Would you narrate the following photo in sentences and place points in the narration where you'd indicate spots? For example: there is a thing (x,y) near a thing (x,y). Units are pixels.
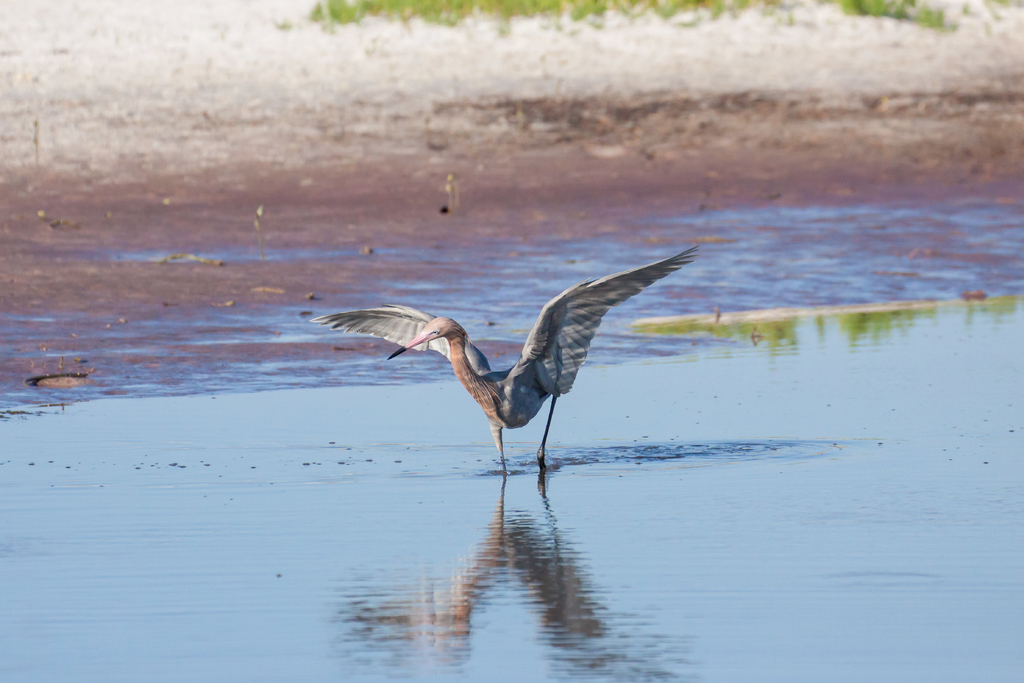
This image consists of water (512,603) at the bottom (492,491). There is a bird (391,306) in the middle (651,272).
